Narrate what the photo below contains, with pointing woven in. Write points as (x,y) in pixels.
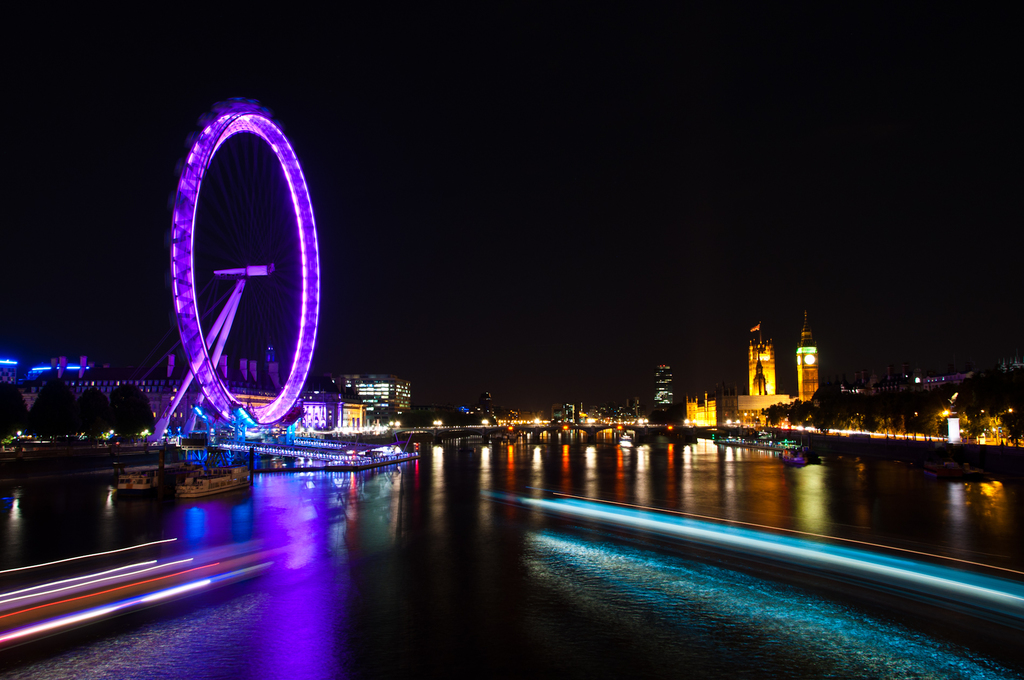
In this picture we can see water (584,590) at the bottom (549,604), there are some buildings (741,419) in the background (803,383), we can see a tower (807,356) here, on the left side (301,356) there is a giant wheel (301,356), we can see two boats (188,489) here, there are some lights (845,431) here.
